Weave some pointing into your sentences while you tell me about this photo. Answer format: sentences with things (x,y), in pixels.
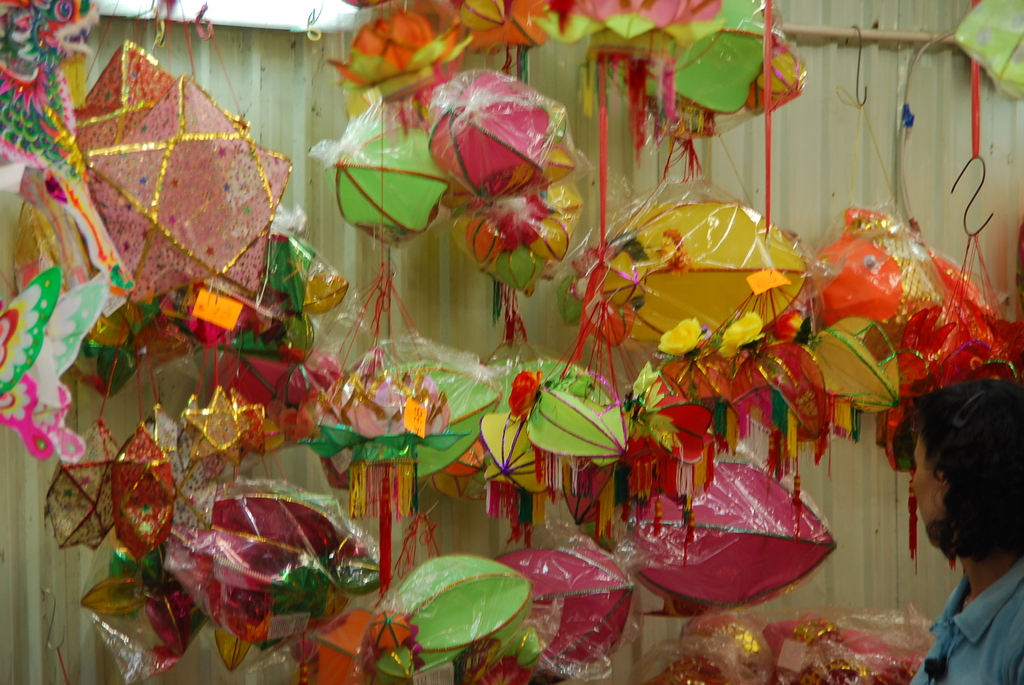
This picture shows few lanterns (531,190) in the covers (508,150) hanging to the hooks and we see a woman (1011,408) standing and looking at them.
